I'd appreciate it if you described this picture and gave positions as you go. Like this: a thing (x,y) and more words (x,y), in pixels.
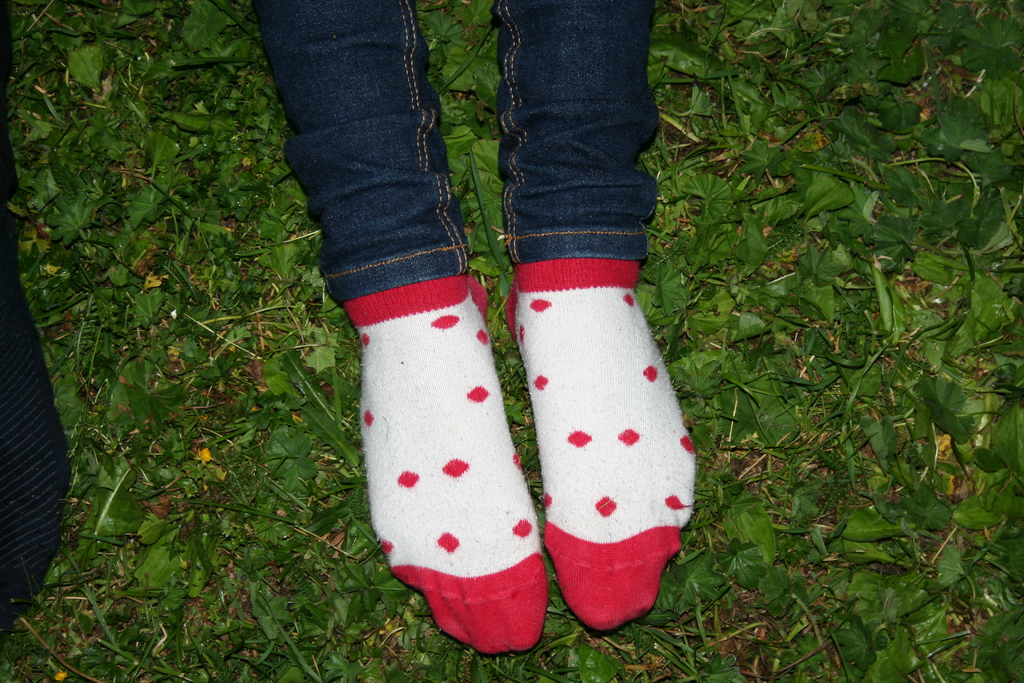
In this picture we can see person's legs (510,292) with socks (499,464) and we can see leaves (152,569) and black object (42,478).
